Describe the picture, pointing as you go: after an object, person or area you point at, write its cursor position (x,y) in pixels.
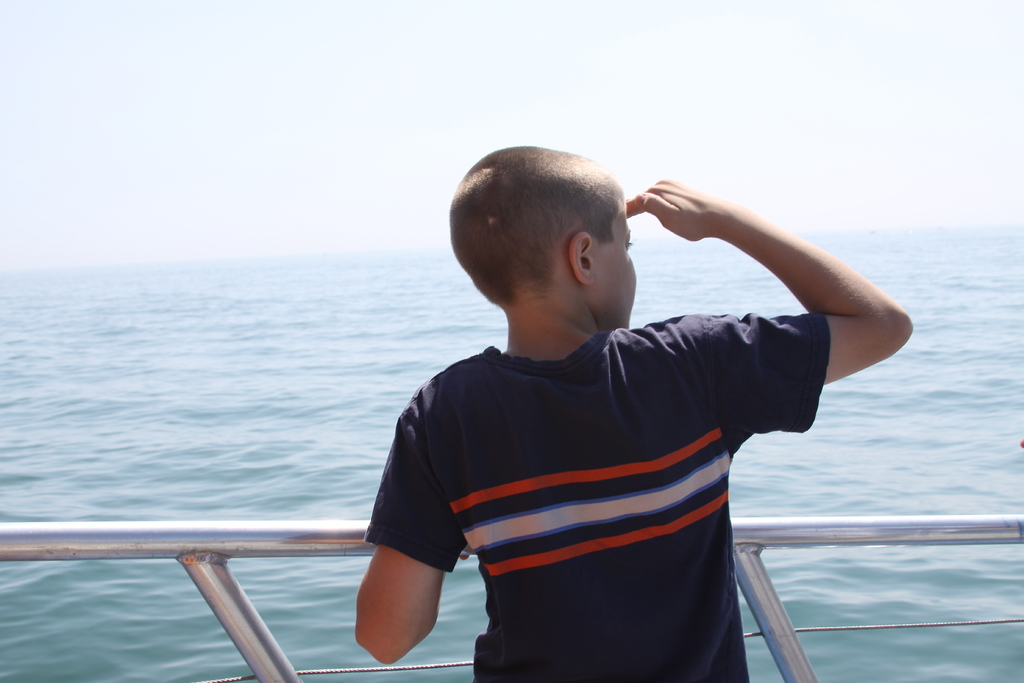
In this image I can see a person (625,447) is wearing multi color dress (667,510). I can see the blue color water (274,465) and pole (267,543). The sky (284,172) is in white color.
